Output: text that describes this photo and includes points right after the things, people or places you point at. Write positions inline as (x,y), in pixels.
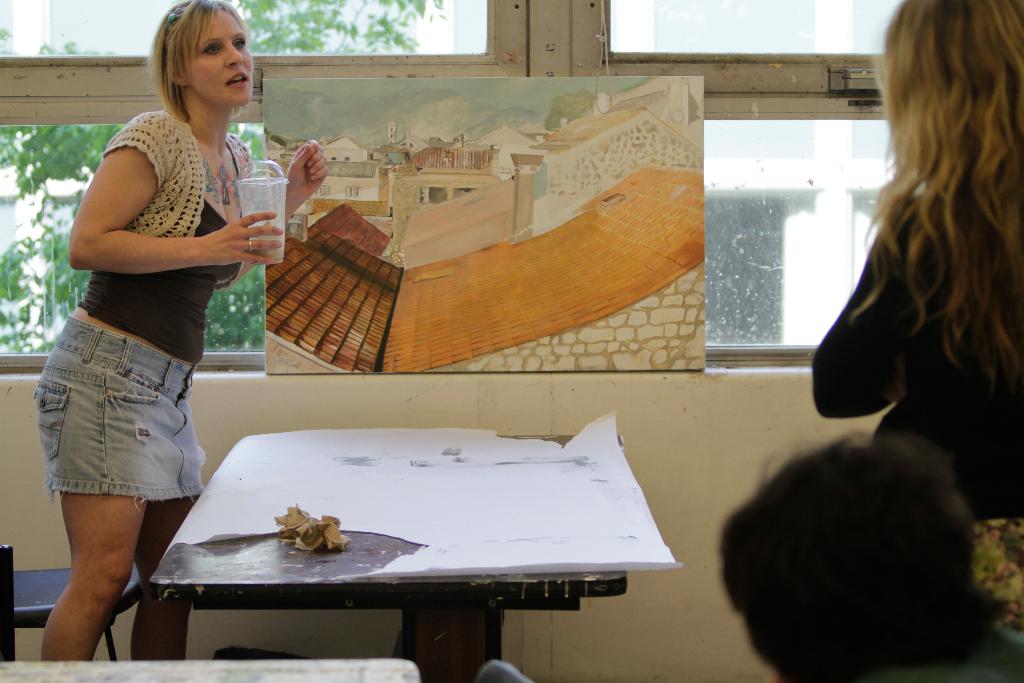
In this image there are three persons (134,281). At the left side (169,257) woman (169,257) standing is holding a glass (278,212) in her hand (268,228). In the center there is a table (481,528). On the table (494,505) there is a paper (500,514). In the background (553,362) there is a frame (529,182), and a window (550,49). Outside the window (736,56) there are trees (61,171). At the right side (897,92) woman (953,64) is standing.
